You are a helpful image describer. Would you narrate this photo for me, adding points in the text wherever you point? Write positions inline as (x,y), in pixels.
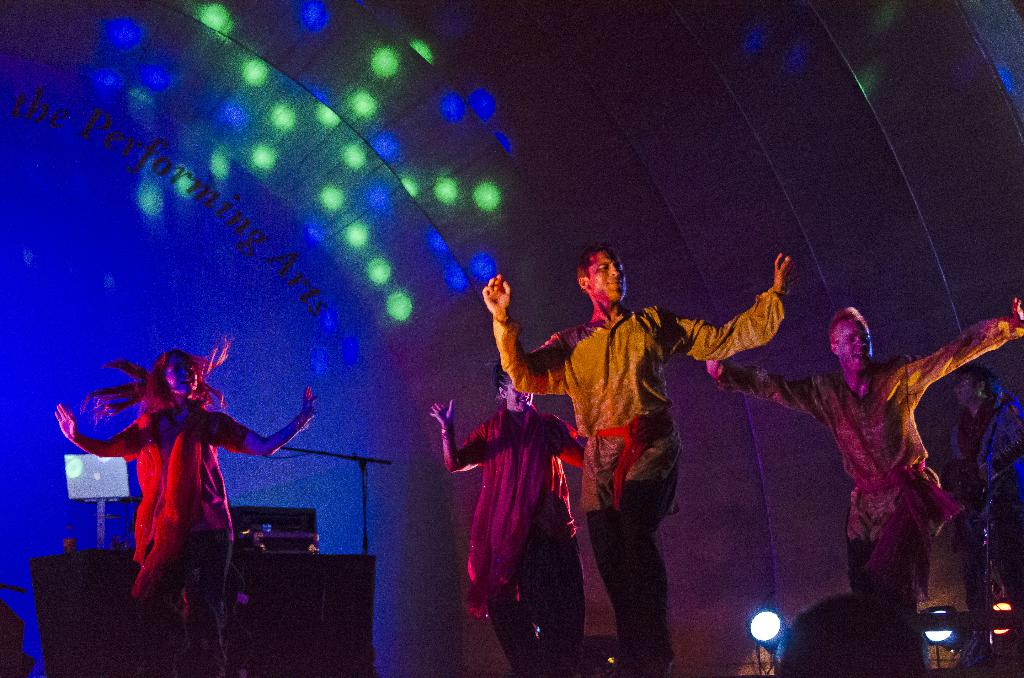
In this image we can see people (623,470) standing on the dais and performing. In the background (97,474) there are music system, laptop (112,463), mic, mic stand (364,540), electric lights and curtain (286,122).
